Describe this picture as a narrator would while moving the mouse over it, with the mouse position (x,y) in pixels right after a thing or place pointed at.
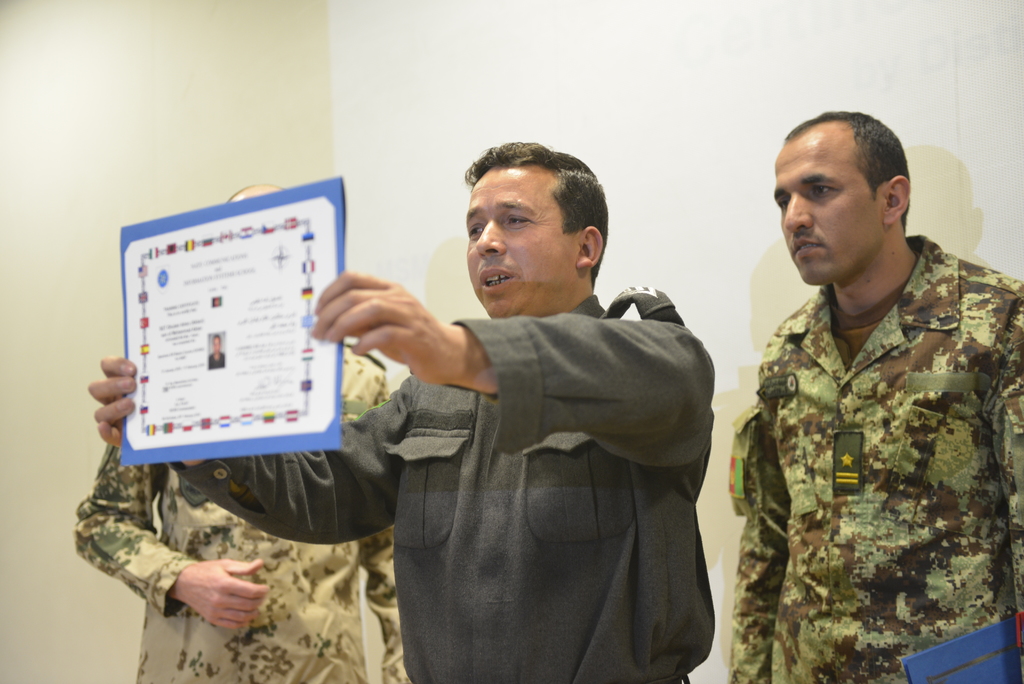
In this image I can see three persons (586,570) standing, the person (553,458) in front (519,392) holding a board (311,288) which is in white and blue color, and the person (861,378) at right (912,387) is wearing military dress (931,389). Background (739,119) the wall (430,125) is in white color.
